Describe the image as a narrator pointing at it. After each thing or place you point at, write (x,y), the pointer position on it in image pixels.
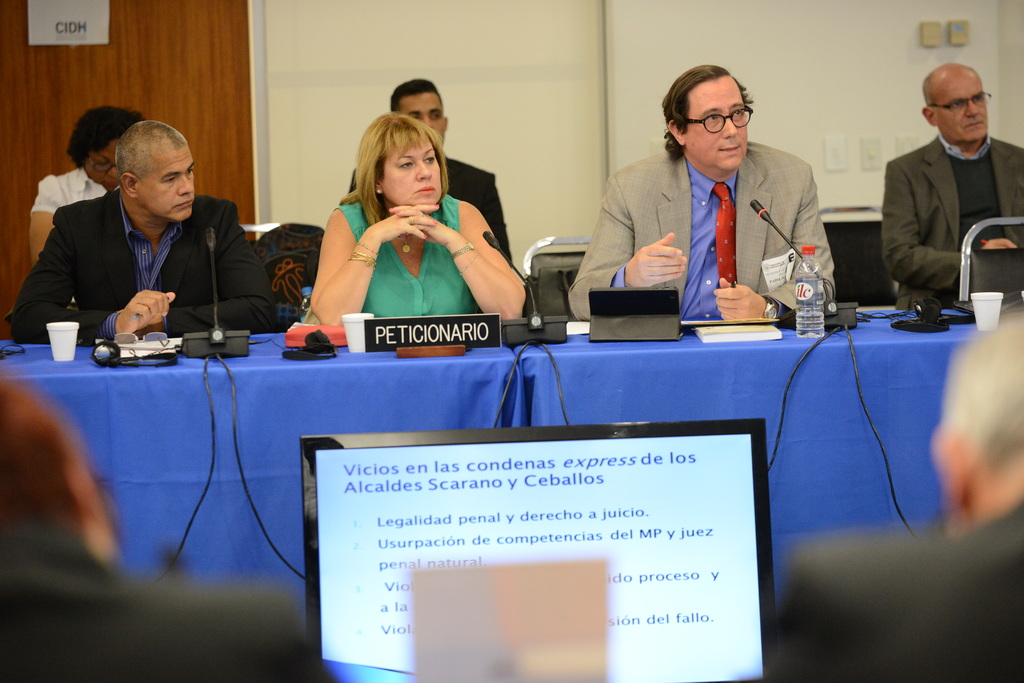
In this picture there are group of people (92,172) sitting. There is a board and there are microphones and there are cups (51,339) and there are objects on the tables (585,358) and tables (415,410) are covered with blue color clothes (532,396). In the foreground (196,661) there is a laptop (449,526) and there is text (467,521) on the screen (439,515) and there are two people (929,599) sitting. At the back (88,85) there is a paper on the door (1,74) and there are objects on the wall (812,111).
